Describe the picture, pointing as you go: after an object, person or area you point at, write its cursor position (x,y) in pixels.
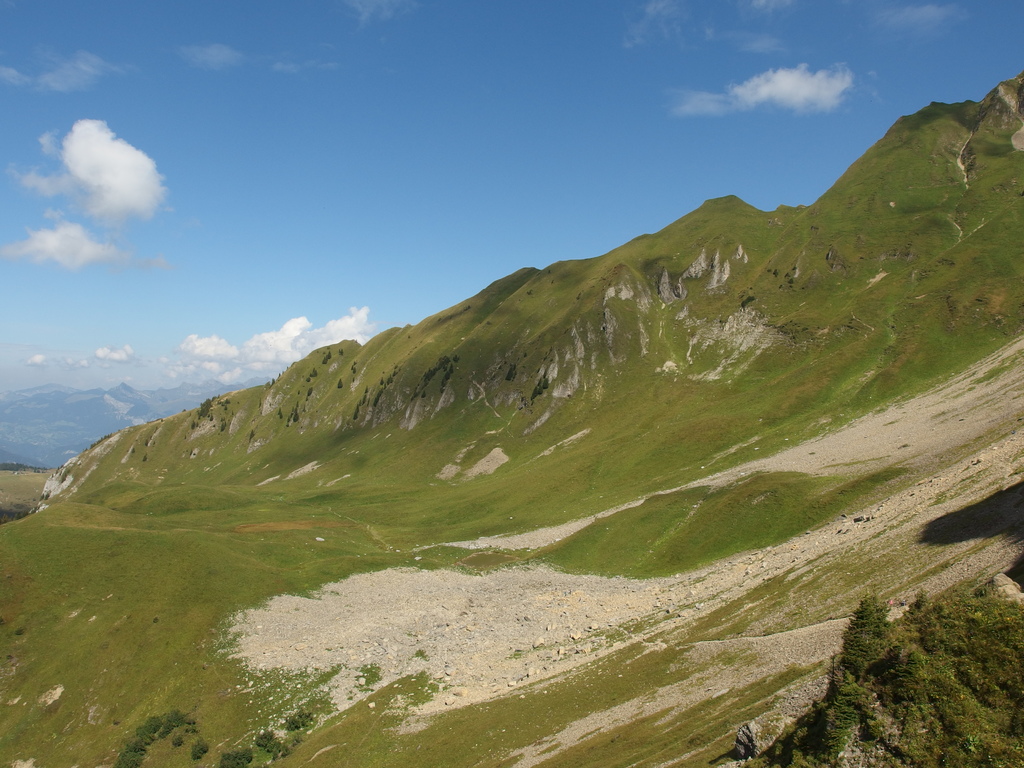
In this image there are some hills (402,510) and mountains (730,439), and in the background (57,432) there are some mountains (37,430). At the bottom (855,710) there are some plants (876,649), and at the top of the image (470,111) there is sky (265,230).
